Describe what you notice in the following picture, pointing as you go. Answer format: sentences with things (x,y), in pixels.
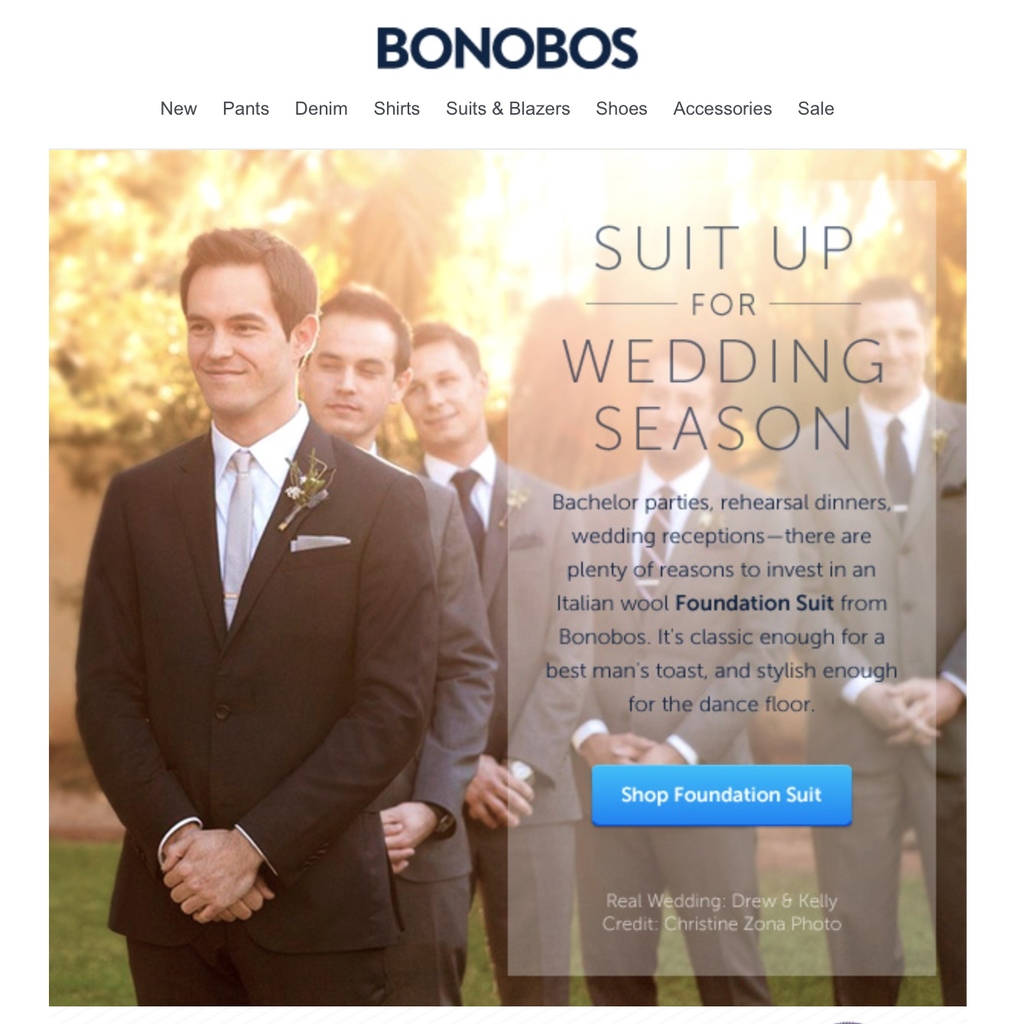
In this image we can see five men (496,646). One man (263,571) is wearing black color coat (319,628) with white shirt (237,444) and the other four men (929,565) are wearing grey color suit (445,612) with white shirt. Right side of the image (793,391) watermark (687,575) is there. Background of the image (166,205) trees (254,213) are present.
